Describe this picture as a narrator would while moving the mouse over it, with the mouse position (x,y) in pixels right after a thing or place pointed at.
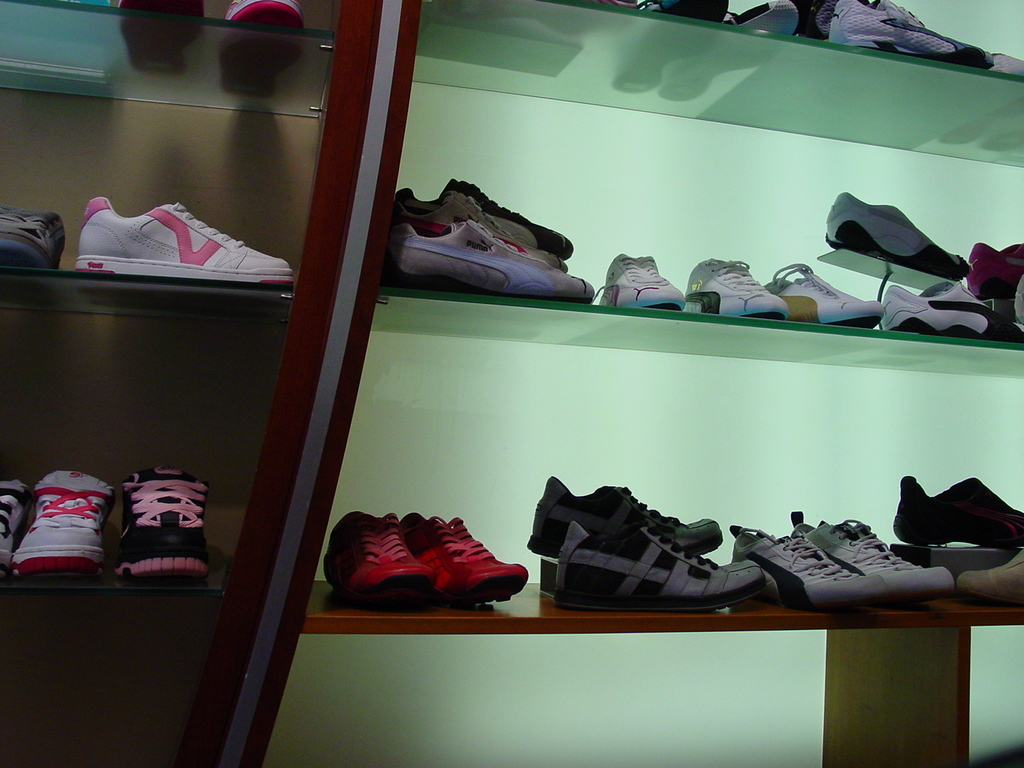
In this image I can see many colorful shoes (641,606) in the rack (536,5). And there is a green and brown background (281,200).
